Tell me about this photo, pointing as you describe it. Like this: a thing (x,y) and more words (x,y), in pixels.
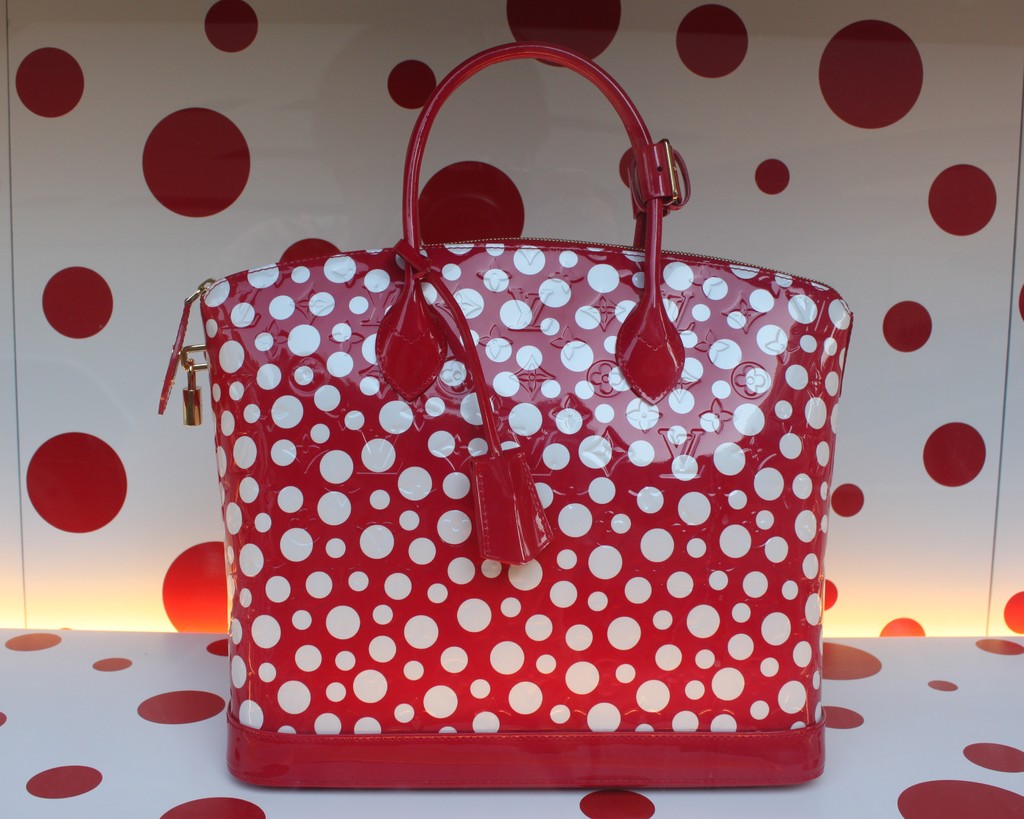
A beautiful red and white dotted hand baggage (442,532) is placed on a red and white board (106,683). There is a lock (199,402) to the handbag (370,421).
